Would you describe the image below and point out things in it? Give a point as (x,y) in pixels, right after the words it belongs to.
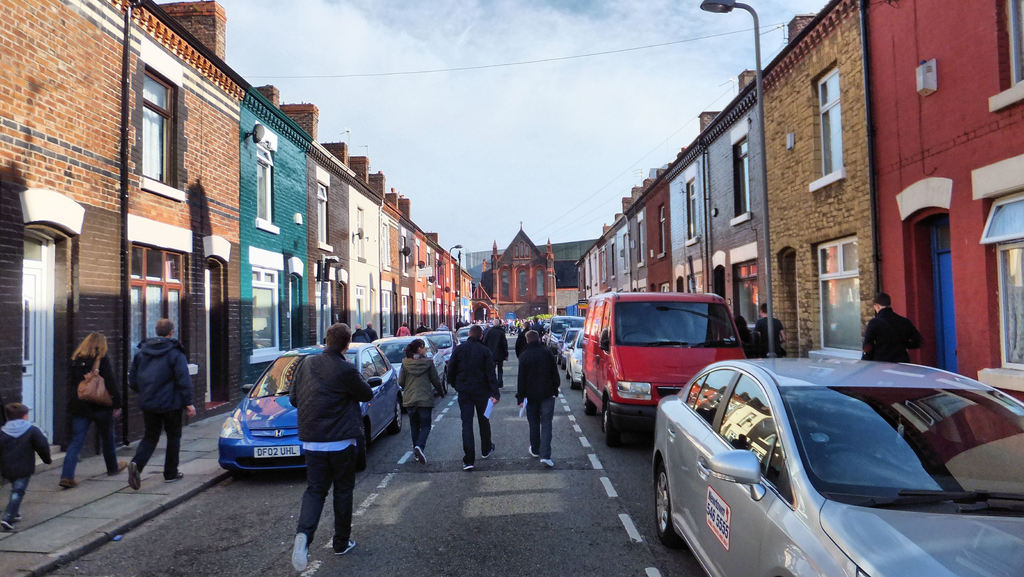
In this picture we can see people (551,442) are walking on the road (519,521), some many vehicles (838,526) are on the road (606,523), both sides of the road (495,514) we can see buildings (689,243).
